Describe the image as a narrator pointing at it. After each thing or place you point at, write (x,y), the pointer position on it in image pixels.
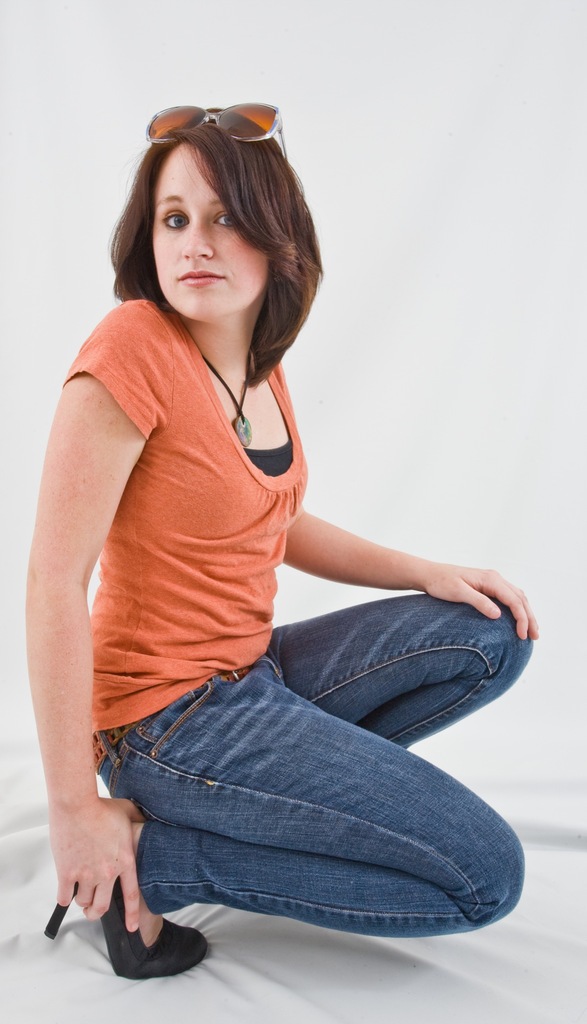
In the image we can see there is a lady (242,549) sitting on the cloth (339,950) and she is wearing sunglasses (224,115) on her head (249,156).
